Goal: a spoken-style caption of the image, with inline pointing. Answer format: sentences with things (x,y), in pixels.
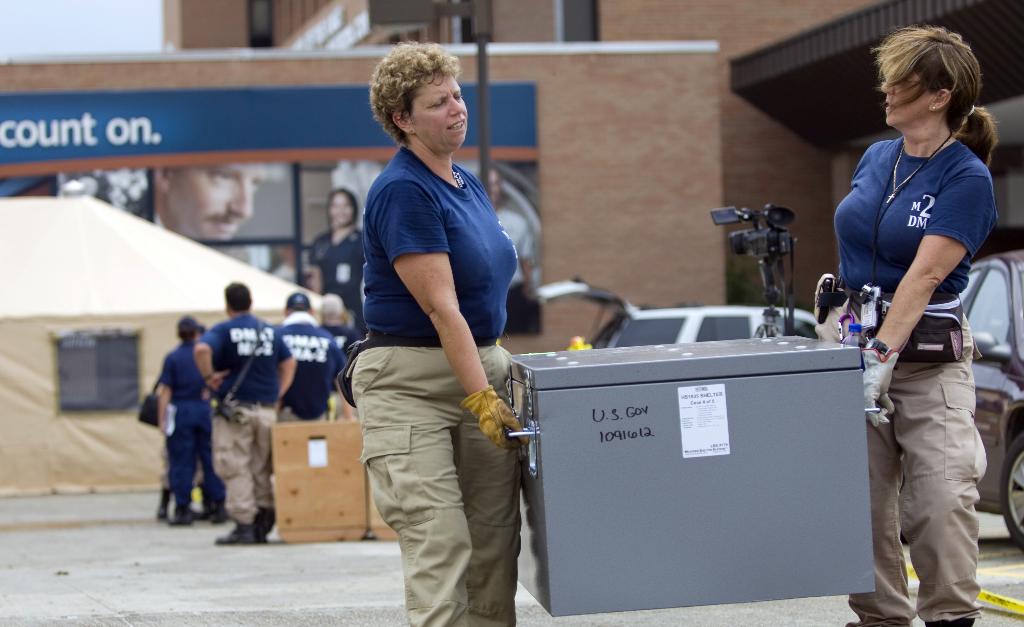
In this picture I can see two persons (930,475) standing and carrying a box (590,457), there is a camera (789,209) with a tripod stand (789,268), there are few people (182,435) standing, there are vehicles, there is a canopy tent (10,246), and in the background (498,140) there is a building (362,140).
